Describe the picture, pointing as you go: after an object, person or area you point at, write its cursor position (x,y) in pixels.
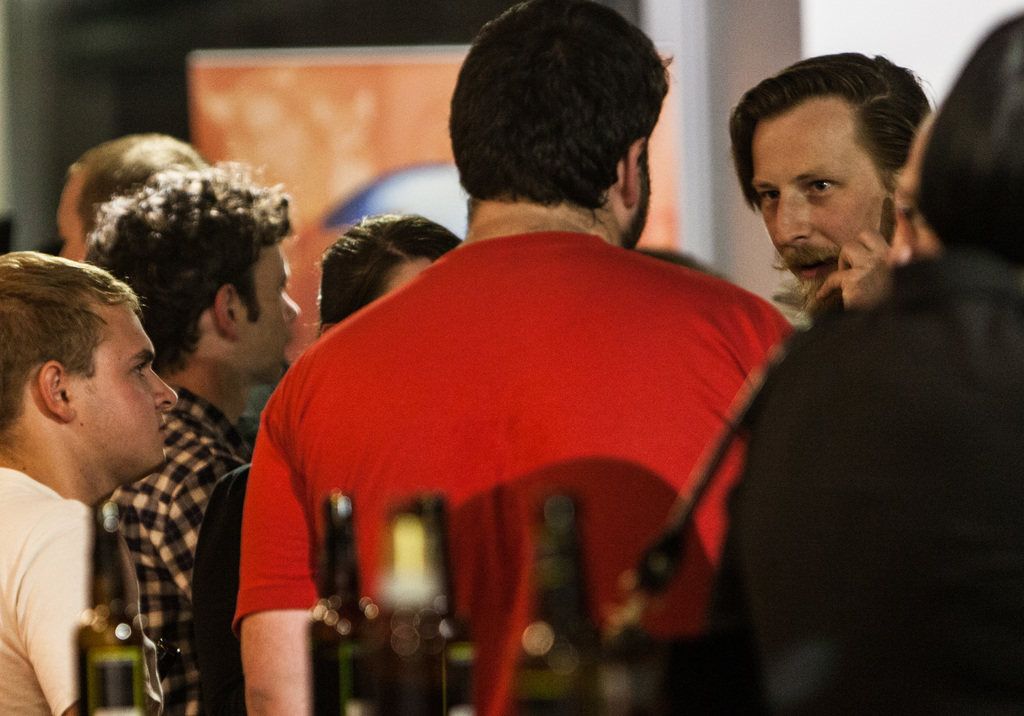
In this image, I can see a group of people (395,315) standing. At the bottom of the image (104,662), I think these are the bottles (328,626). In the background (424,83), that looks like a poster (363,130).
